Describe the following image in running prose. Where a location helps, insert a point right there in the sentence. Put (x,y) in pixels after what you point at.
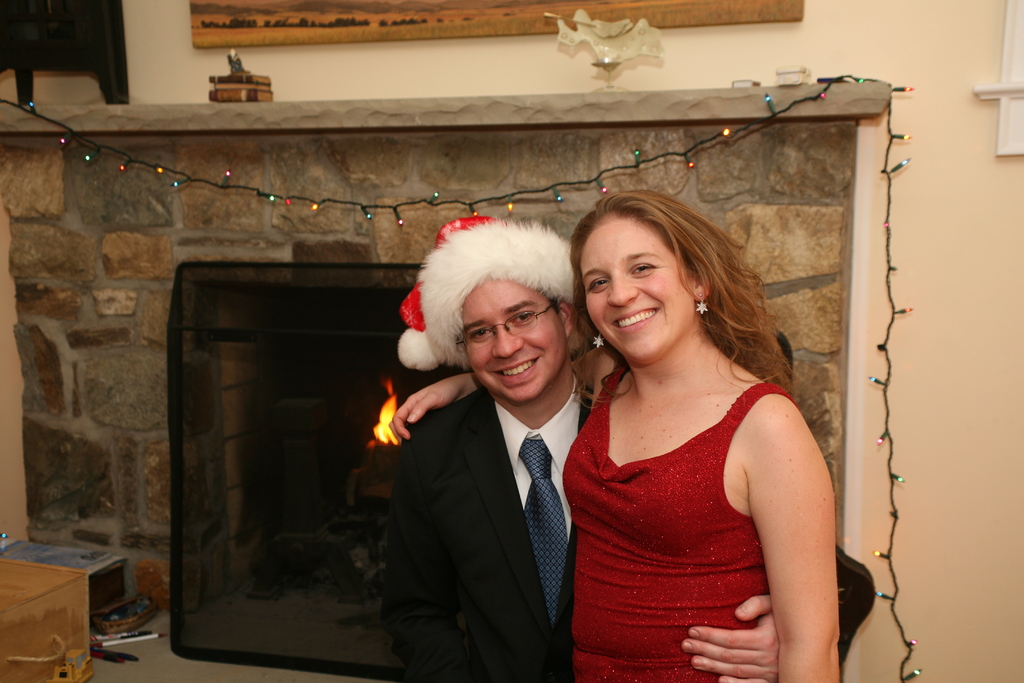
There is a man (528,460) wearing a Santa cap (510,259) and a woman (412,407), both are standing in the foreground area of the image (517,475), there is a fireplace (268,203), fire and colorful lights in the background (358,414).
